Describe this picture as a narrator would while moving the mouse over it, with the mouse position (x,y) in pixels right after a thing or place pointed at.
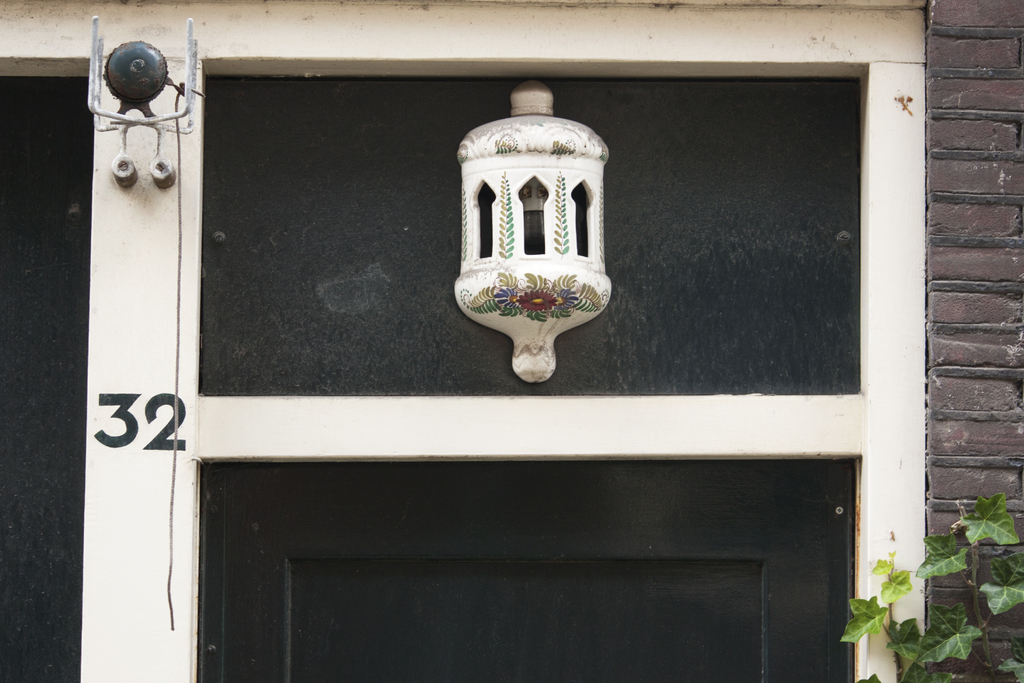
In this image I can see a door (546,599) and a plant (979,504) on the right side of it. I can see a number (104,398) is written on the left side (109,424) and a design (503,266) on the top of the door (491,111). I can also see a doorbell (115,89) on the top left of the image (122,61).
